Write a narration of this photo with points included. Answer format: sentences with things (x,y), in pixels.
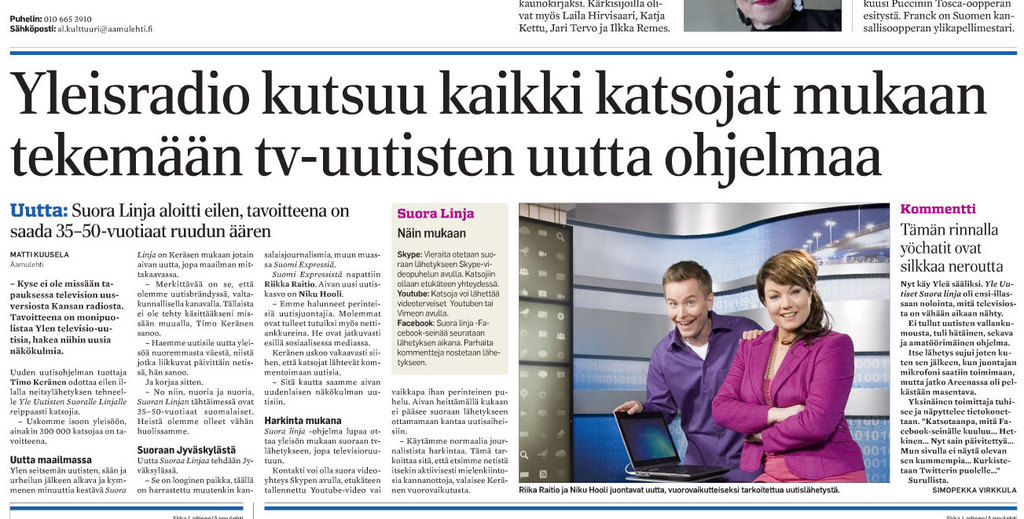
I can see the picture of the newspaper (342,283). These are the letters (426,155). Here is the man (726,345) and the woman (769,406) standing and smiling. This is a laptop (670,459) on the table (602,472).
